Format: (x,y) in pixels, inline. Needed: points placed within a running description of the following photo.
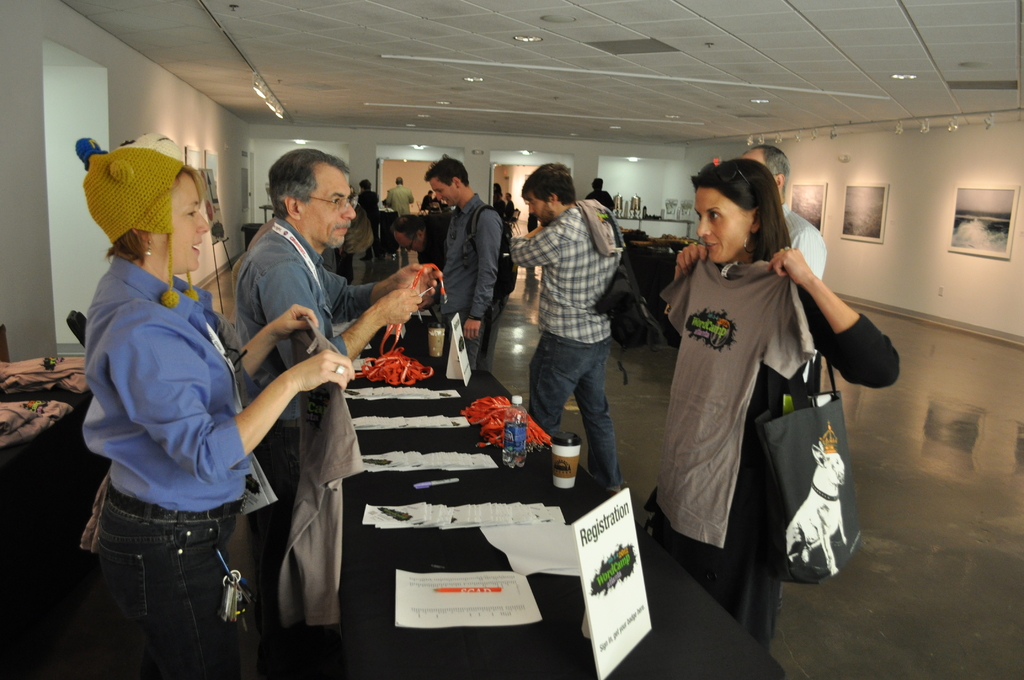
In this there are people (218,385) standing. In the center (389,438) there is a table (390,494). There are papers (504,521), boards (456,338), cups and bottles (517,440) on the table (453,445). There are a few people (235,452) standing beside the table (362,382). The woman (697,349) to the right (745,375) is holding a t-shirt (748,336) and wearing a handbag (801,522). The woman (151,569) to the left (144,549) is holding a t-shirt (306,410) in her hand (291,390). There are lights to the ceiling (543,74). To the right (889,269) there is a wall (907,256). There are picture frames (860,228) on the wall (919,240). In the background (244,187) there are boards (218,211).
